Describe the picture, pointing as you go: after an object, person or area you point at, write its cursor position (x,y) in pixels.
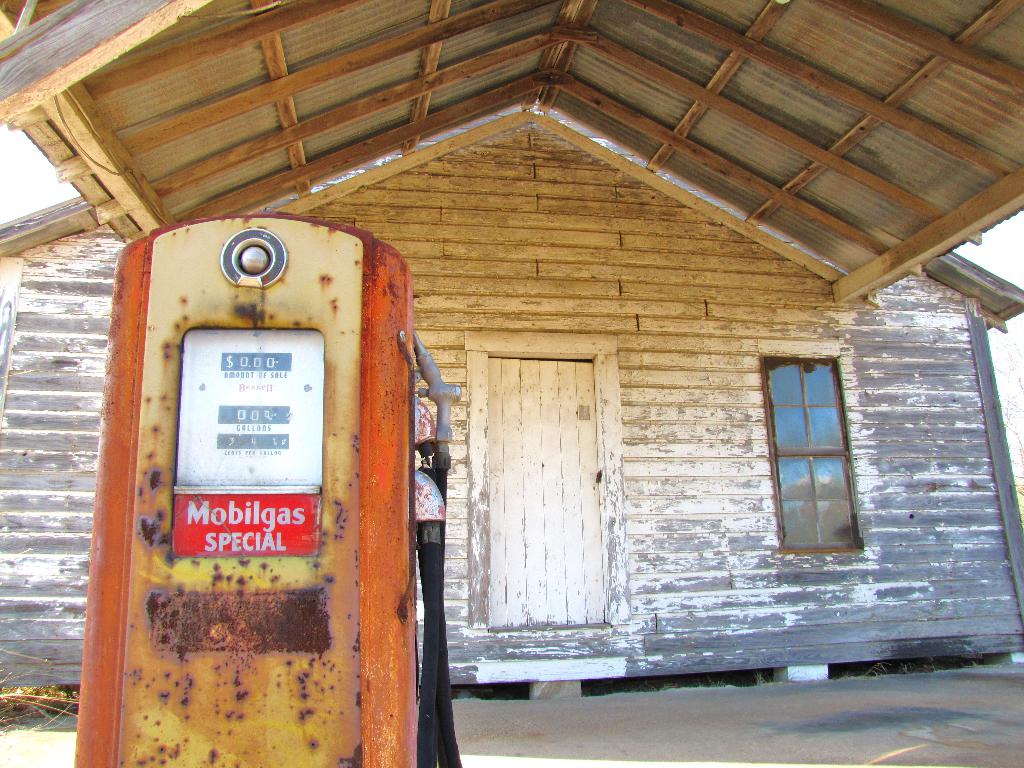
In this image we can see there is a house (559,404). There is a window (824,440), roof (1002,214) and door (556,468). There is an object (223,467).
